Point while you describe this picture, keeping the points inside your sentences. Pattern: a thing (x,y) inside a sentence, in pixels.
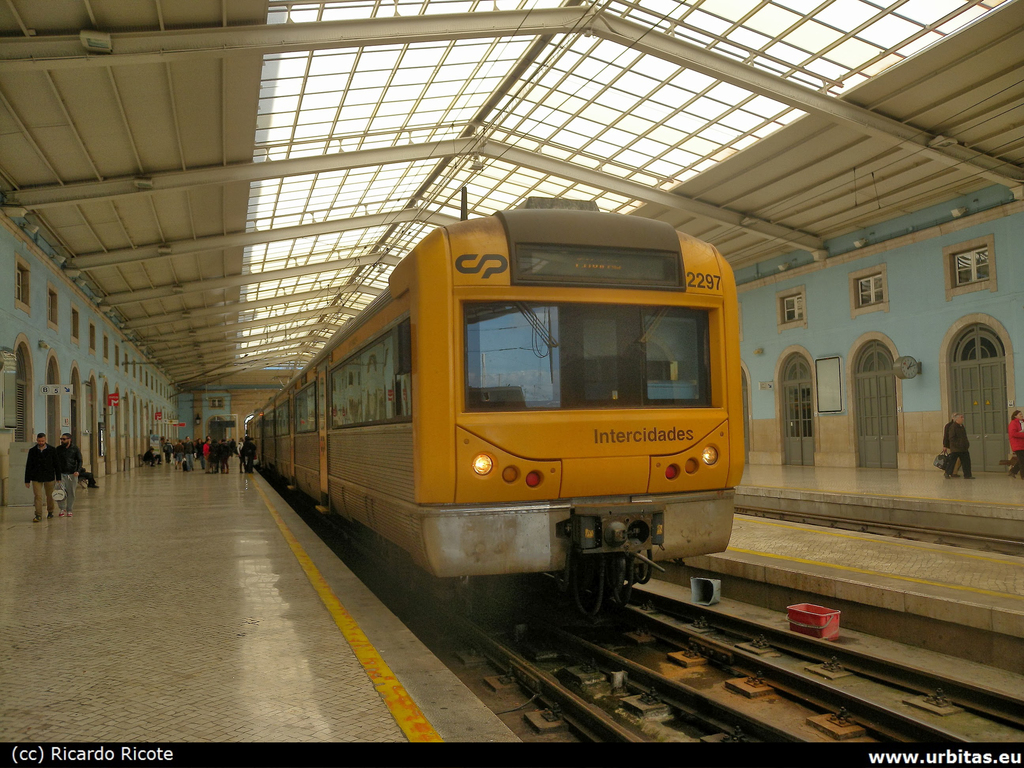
In the picture we can see a train (676,454) on the track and the train (646,463) is yellow in color with glass windows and windshield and beside the train (574,454) we can see a platform (36,625) with people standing and some are walking and besides, we can see walls (813,330) with doors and to the ceiling (14,87) we can see a roof (29,78) with glass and rods (2,98) to it.
